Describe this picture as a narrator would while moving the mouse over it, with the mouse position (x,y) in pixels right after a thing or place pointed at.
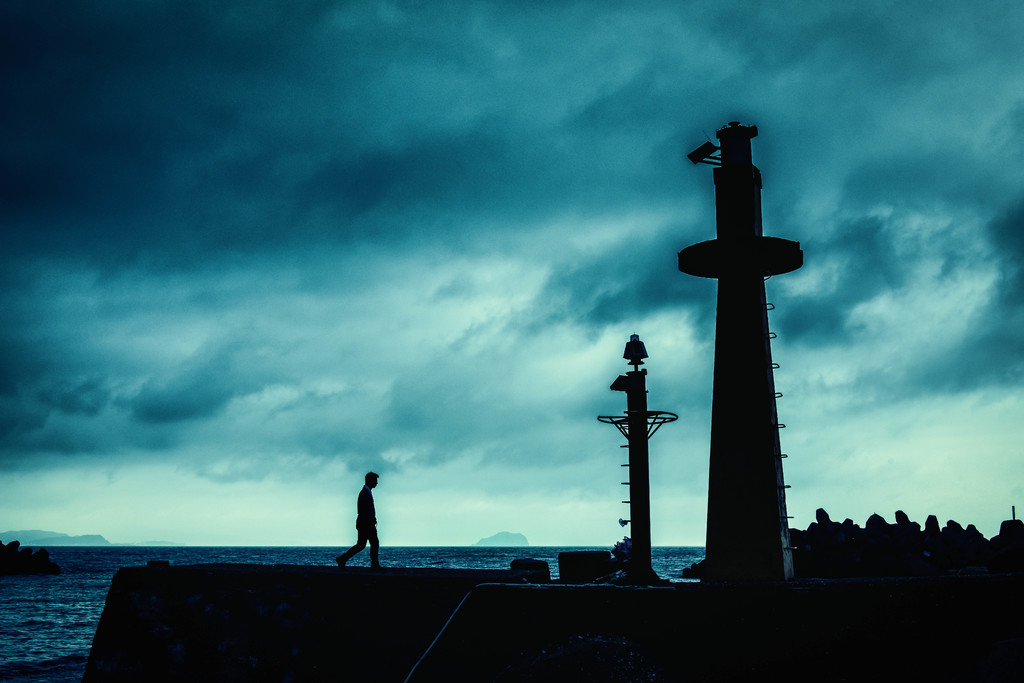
This picture is clicked outside. In the foreground (561,604) we can see some objects (386,602). On the left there is a person (356,546) seems to be walking on the ground (327,568). On the right (740,404) we can see a tower (746,392) and many other objects (605,581). In the background (188,314) we can see the sky (346,249) which is full of clouds (298,300) and we can see some objects (31,561) in the water body (92,567).
